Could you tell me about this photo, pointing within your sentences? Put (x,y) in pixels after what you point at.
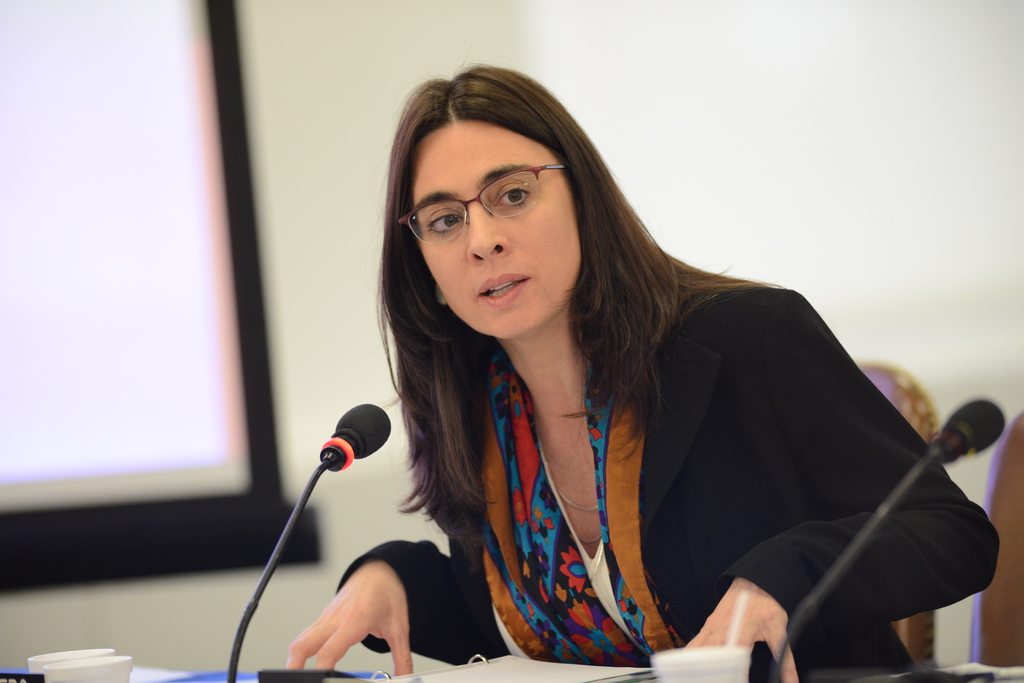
In this picture we can see a woman (605,461), she wore spectacles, in front of her we can see few microphones (348,432), cups (73,650) and other things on the table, in the background (165,361) we can see a projector screen (196,409).
